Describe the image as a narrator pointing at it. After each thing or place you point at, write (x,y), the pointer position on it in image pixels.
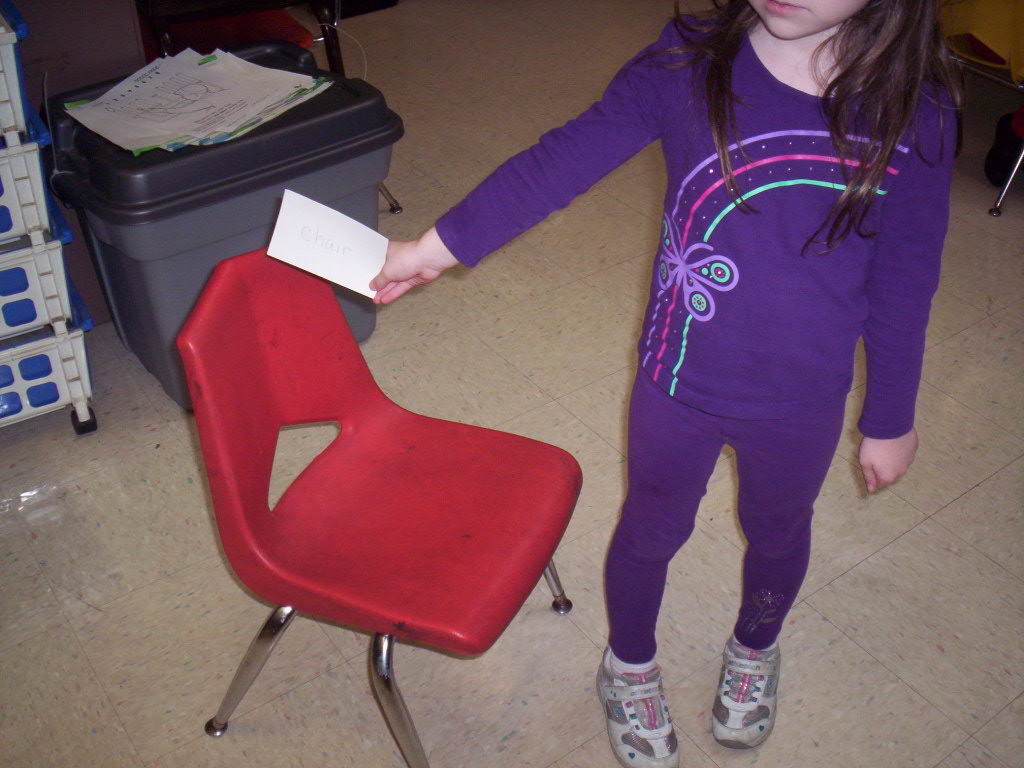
A girl (675,36) is standing beside a chair (263,546).
